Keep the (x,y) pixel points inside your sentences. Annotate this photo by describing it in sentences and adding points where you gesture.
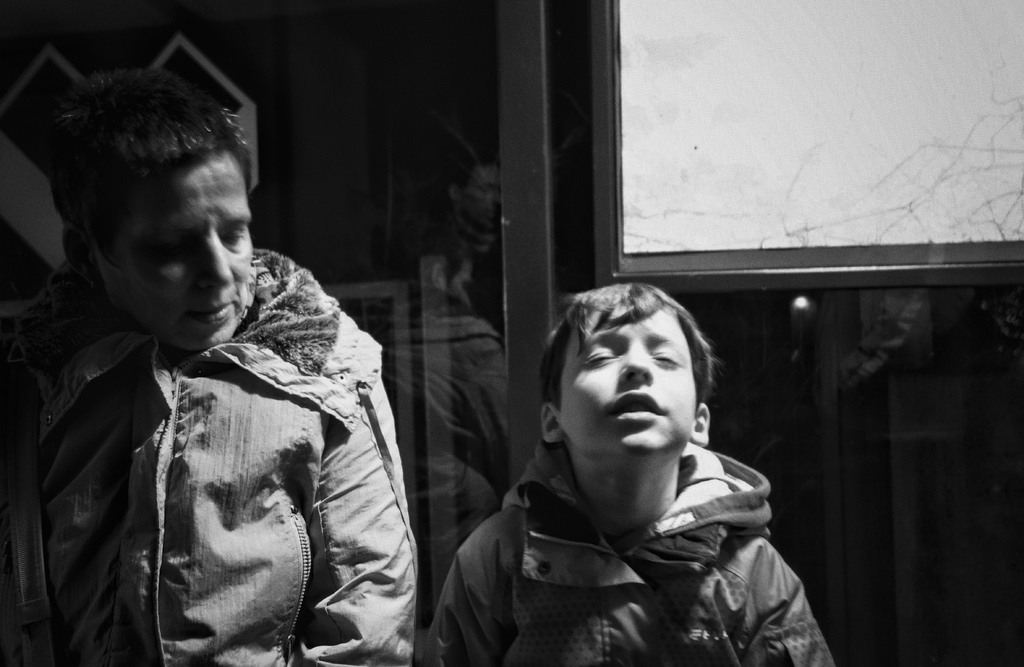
This is a black and white image. Behind the two persons (310,397), I can see the reflection (441,267) of people (439,291) and there is a board (964,207).
